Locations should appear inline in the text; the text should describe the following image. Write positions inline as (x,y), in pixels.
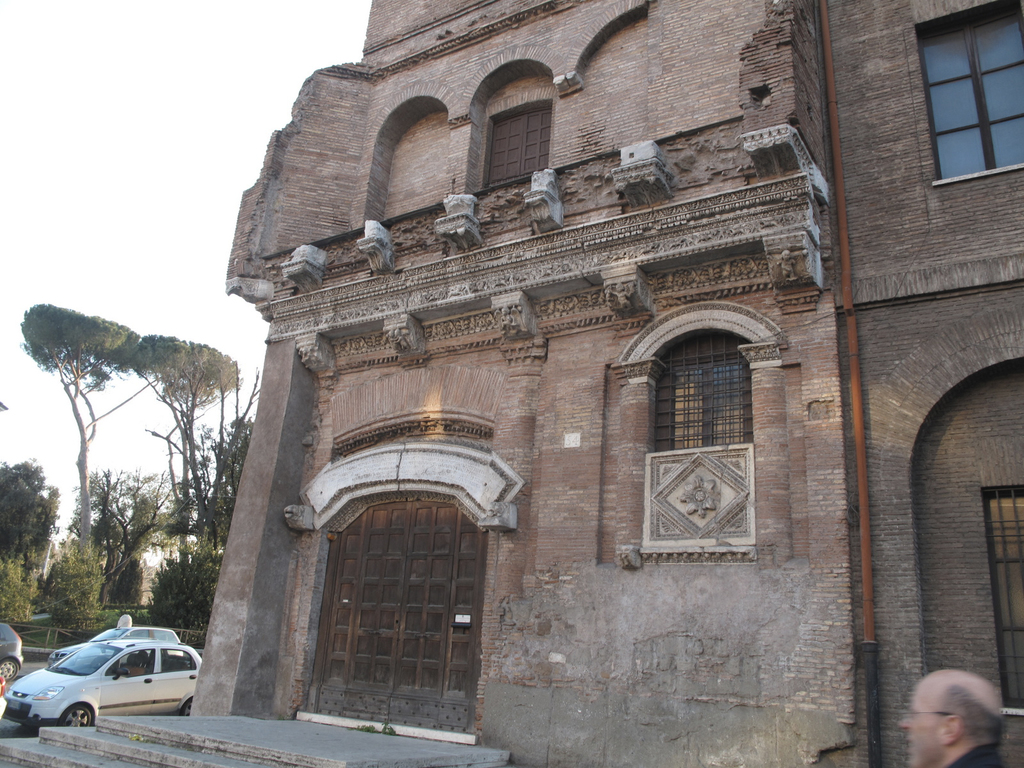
In this image there is a building (596,488) and we can see cars (66,653). In the background (42,449) there are trees (84,338) and sky (120,133). At the bottom (227,764) there are stairs (253,764) and we can see a person (950,711).
